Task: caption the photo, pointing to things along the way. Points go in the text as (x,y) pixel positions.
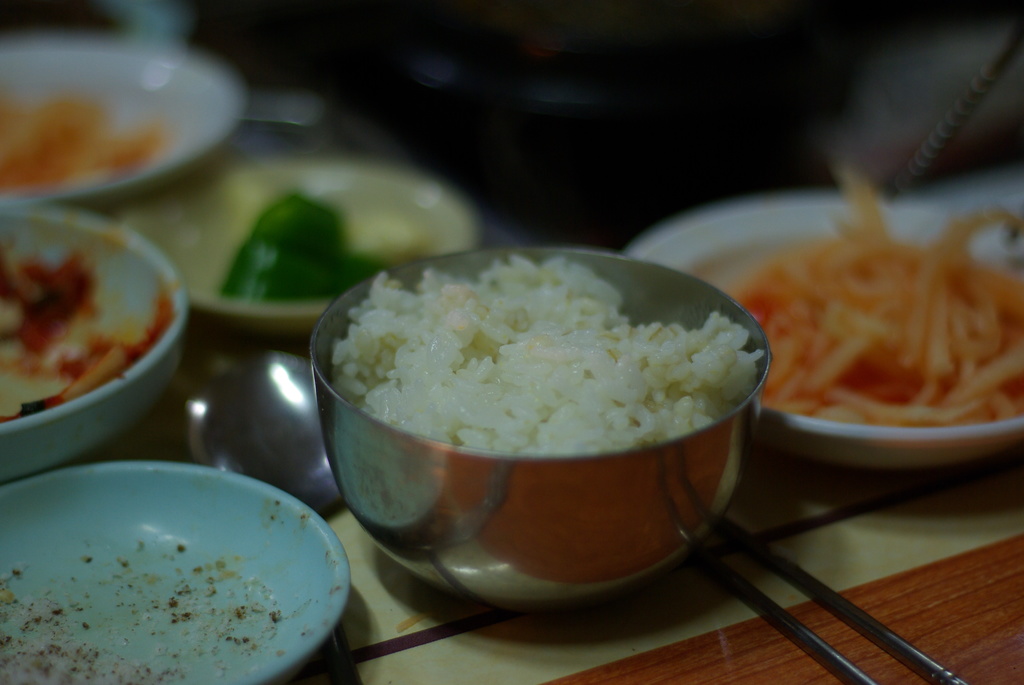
In this image, I can see a bowl (486,538) of rice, the plates (115,308) with few other food items (121,337) in it. This looks like a spoon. I think these are the chopsticks (875,625).
